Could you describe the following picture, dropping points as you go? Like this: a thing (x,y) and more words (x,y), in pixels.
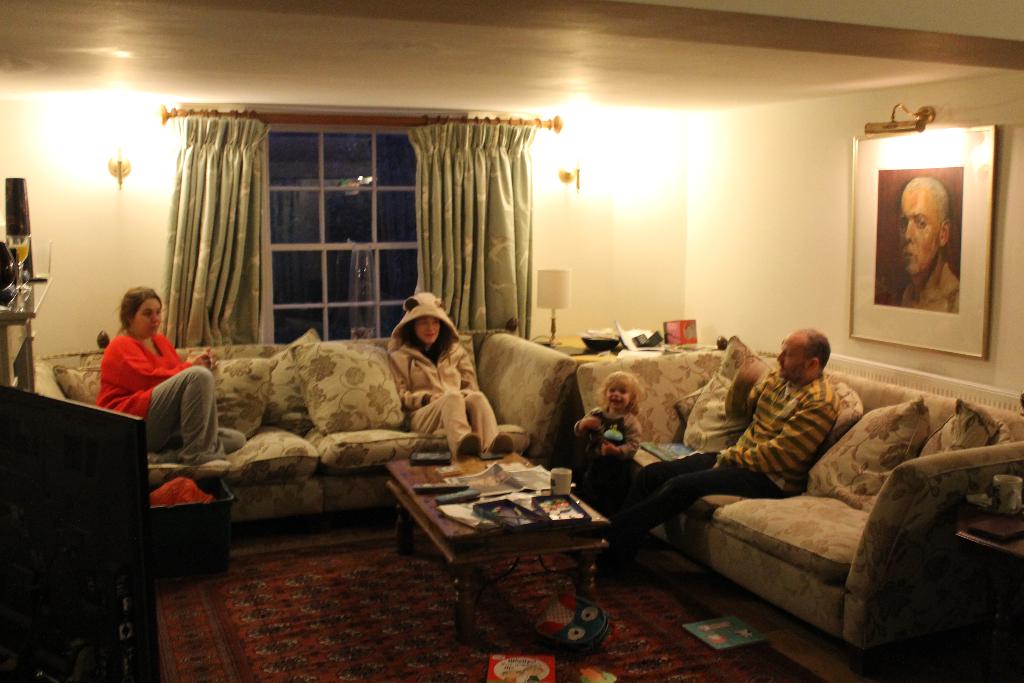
As we can see in the image, there is a wall (668,185), light (580,166), photo frame (902,192), curtains (443,209), window (360,198), sofa (934,525) and three people (781,428) sitting on sofa (893,501), pillows (821,460) and a table (491,530). On table (520,527) there are books (514,499), remote (469,497) and a glass (551,488).
